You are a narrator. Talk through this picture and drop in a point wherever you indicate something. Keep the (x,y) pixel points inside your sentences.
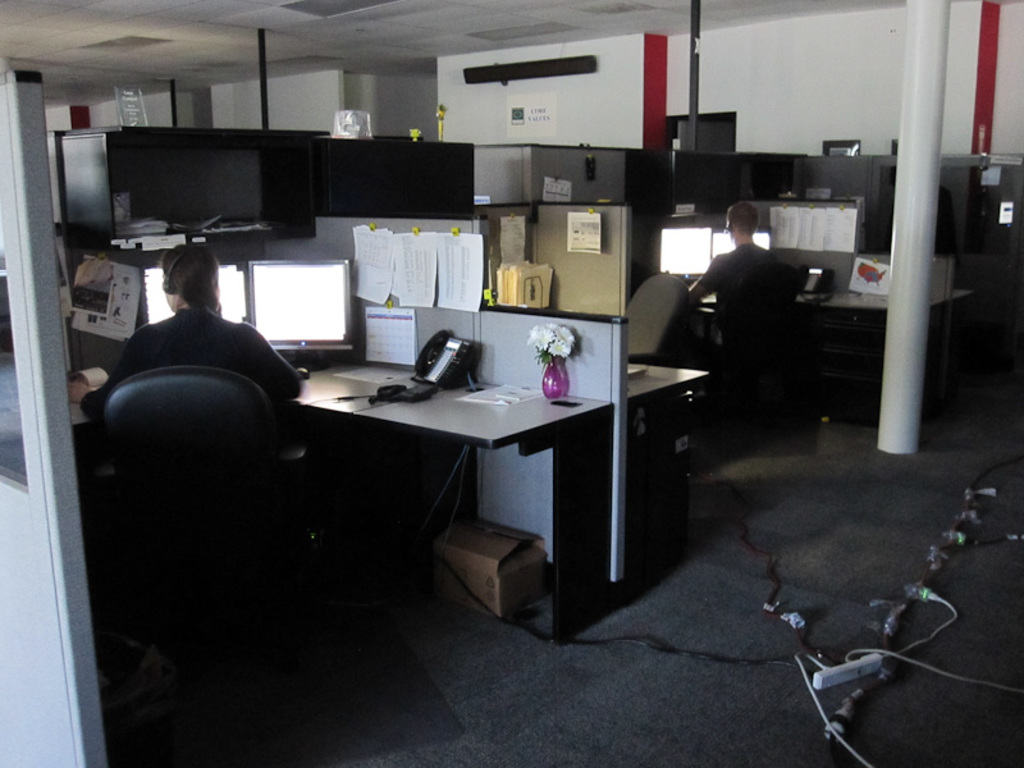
In this image consist of two persons (739,265) sitting in front of the table (399,414) they are doing system (275,312) works and they are sitting on the chairs (163,423), and there are the cable wires (817,705) kept on the floor (850,689) and there is a beam (904,202) on the right side (914,195) visible, on the table (416,411) there is a flower pot (537,344) kept.
